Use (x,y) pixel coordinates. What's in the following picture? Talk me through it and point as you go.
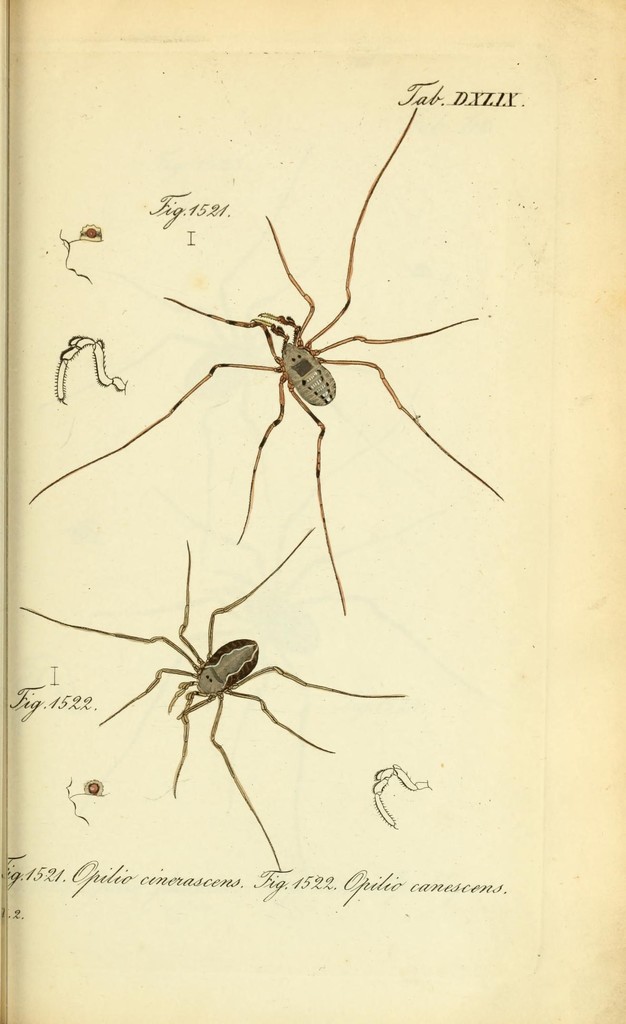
In this picture I can see a paper (345,619) on which we can see some images (192,664) and text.
